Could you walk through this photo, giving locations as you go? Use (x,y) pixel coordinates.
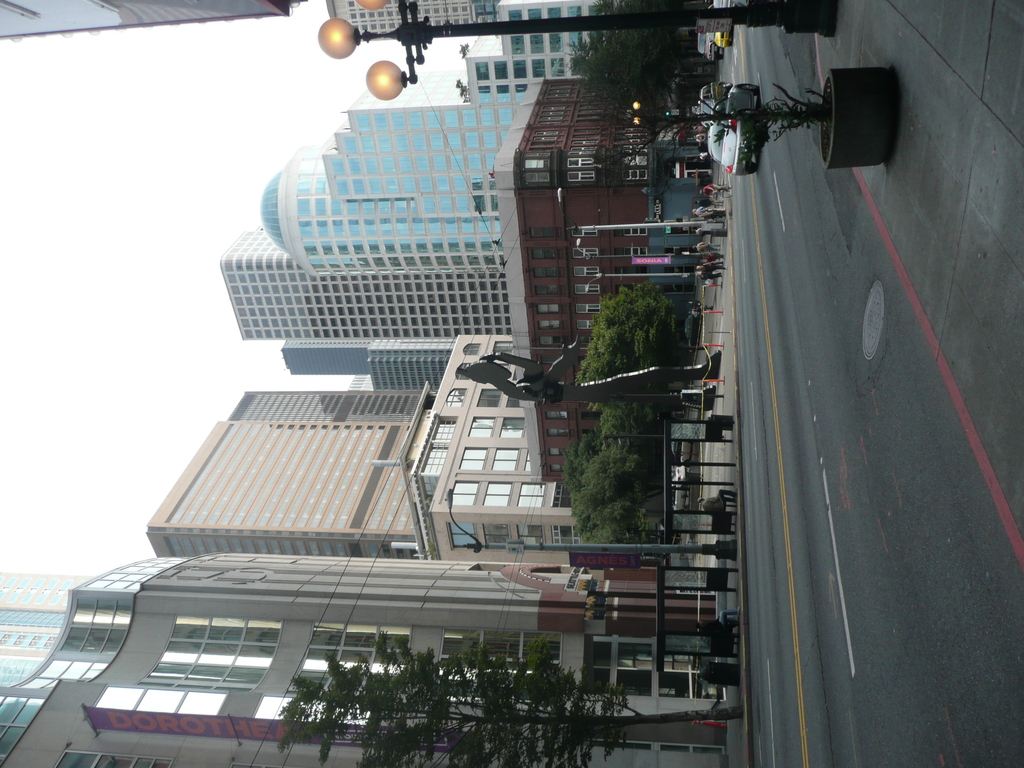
In this picture we can see vehicles (735,160) on the road (748,285), plant (744,123) with pot (841,116), poles (693,19), trees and boards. There are people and we can see buildings (422,497), statue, rods (687,441) and lights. In the background of the image (36,237) we can see the sky (6,243).
